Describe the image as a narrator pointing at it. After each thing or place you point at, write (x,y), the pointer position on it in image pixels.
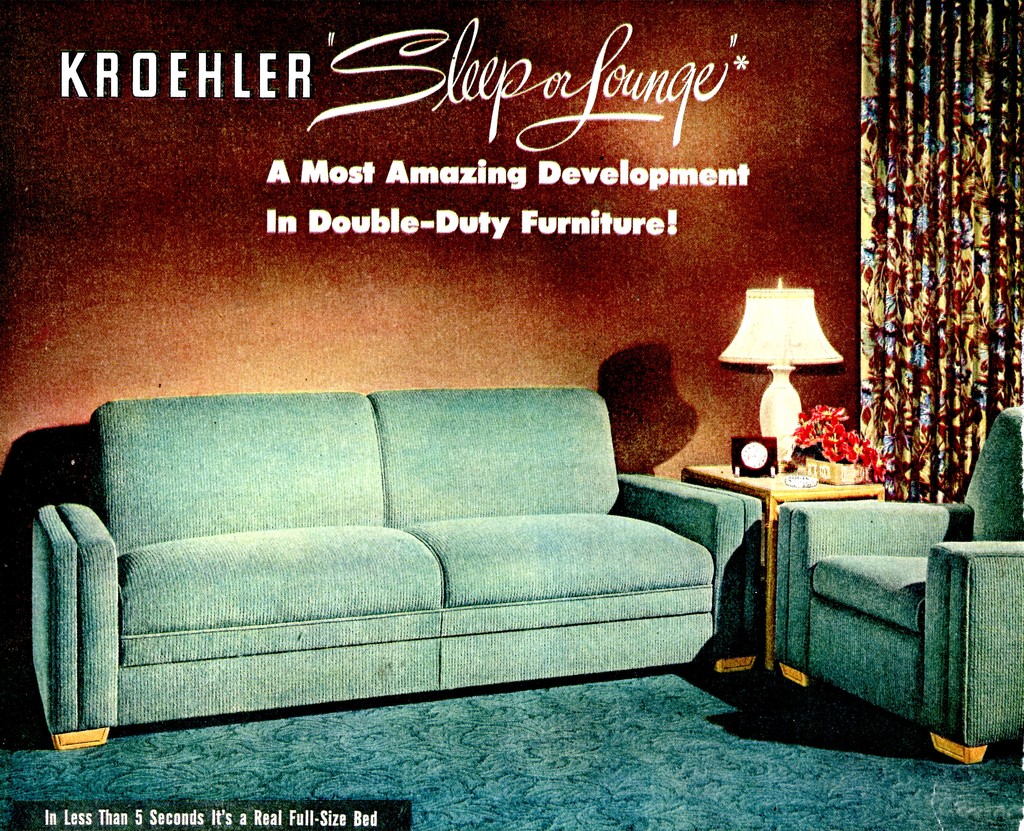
In the image we can see there is a sofa (501,666) which is in green colour and on the table (757,493) there is a table lamp (792,421), vase (828,461) in which there are flowers (850,458) and table watch (758,466) and on the wall (374,166) it's written "Sleep or Lounge".
